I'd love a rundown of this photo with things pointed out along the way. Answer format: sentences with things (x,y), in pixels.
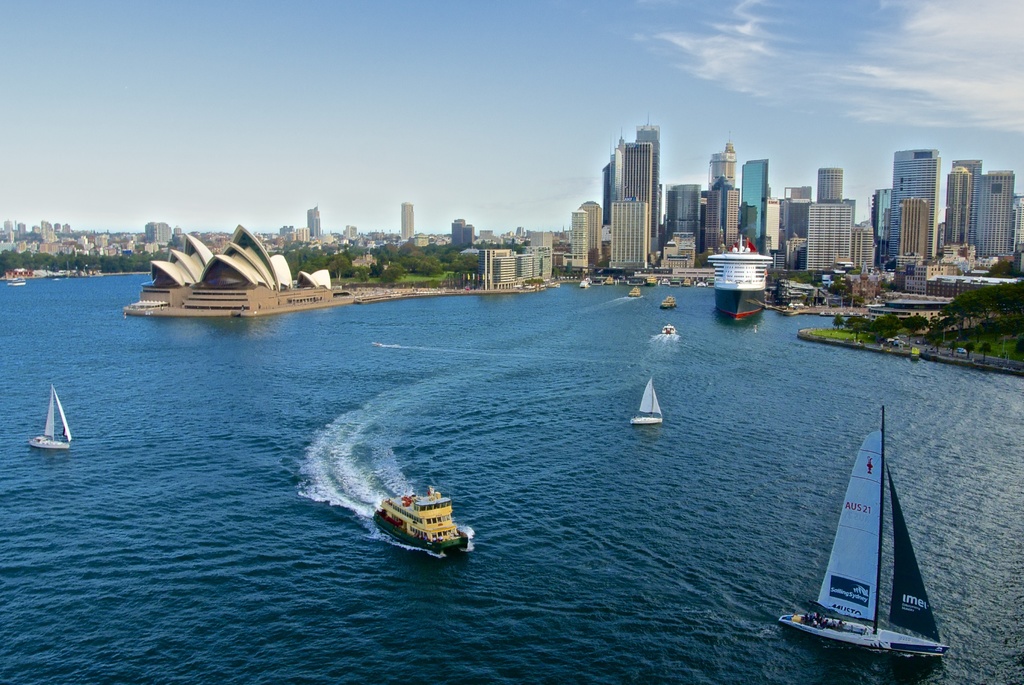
In this image I can see few boats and ships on the water (522,395). To the side of the water (546,344) I can see many buildings (684,223) and trees (988,345). In the background (629,77) I can see the clouds (696,45) and the sky (480,113).
